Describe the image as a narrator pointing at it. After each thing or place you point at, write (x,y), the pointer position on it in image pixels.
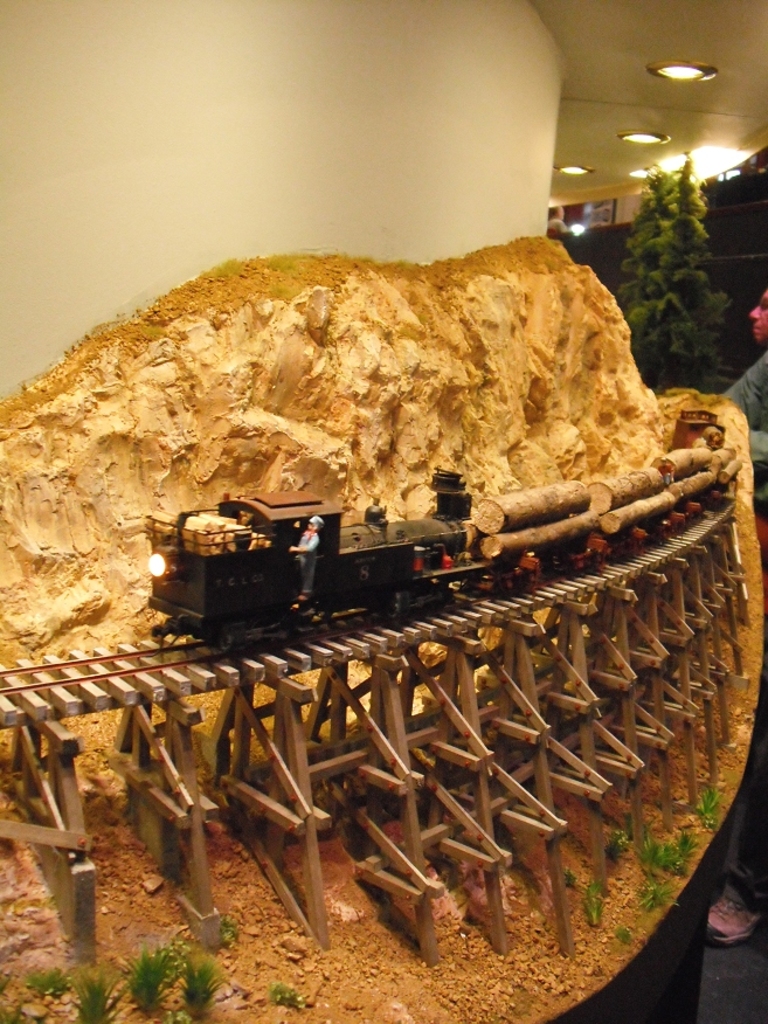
In this image we can a toy train (504,578) on the bridge (462,728) carrying log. We can also see some plants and the mountains (222,490) which are made of sand (320,412). On the backside (412,203) we can see a wall (404,192), trees (660,338), a roof (574,99) with some ceiling lights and a person (765,328) standing beside it.
